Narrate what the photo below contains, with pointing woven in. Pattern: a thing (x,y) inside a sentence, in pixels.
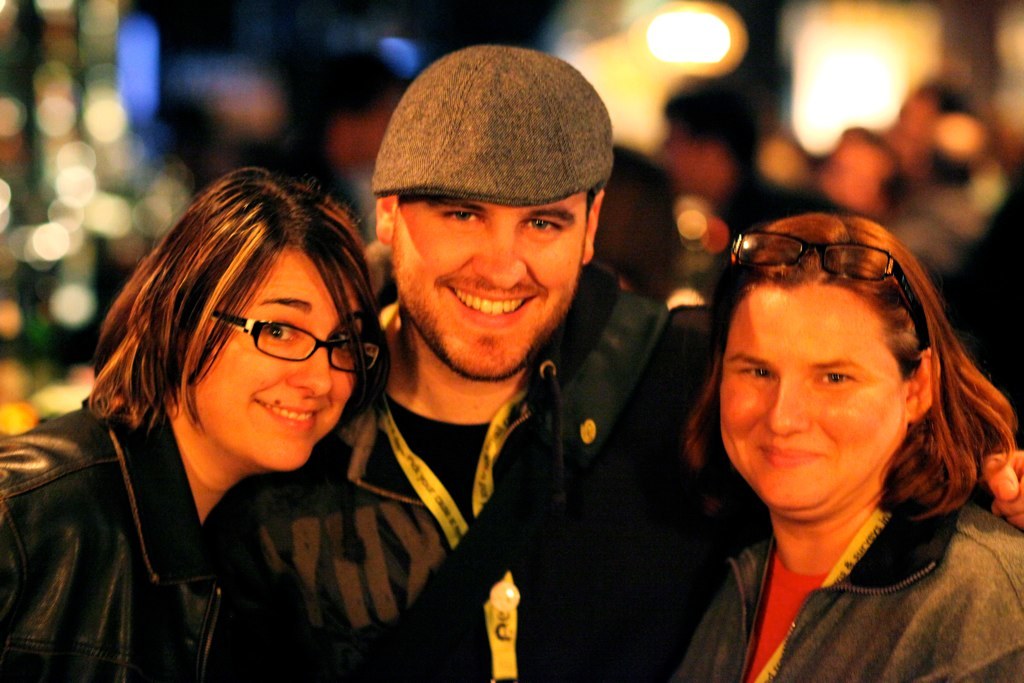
In the foreground (971,404) I can see three persons (478,397). In the background (303,136) I can see a crowd (358,80) and lights (730,14). This image is taken may be in a hall (800,140).
